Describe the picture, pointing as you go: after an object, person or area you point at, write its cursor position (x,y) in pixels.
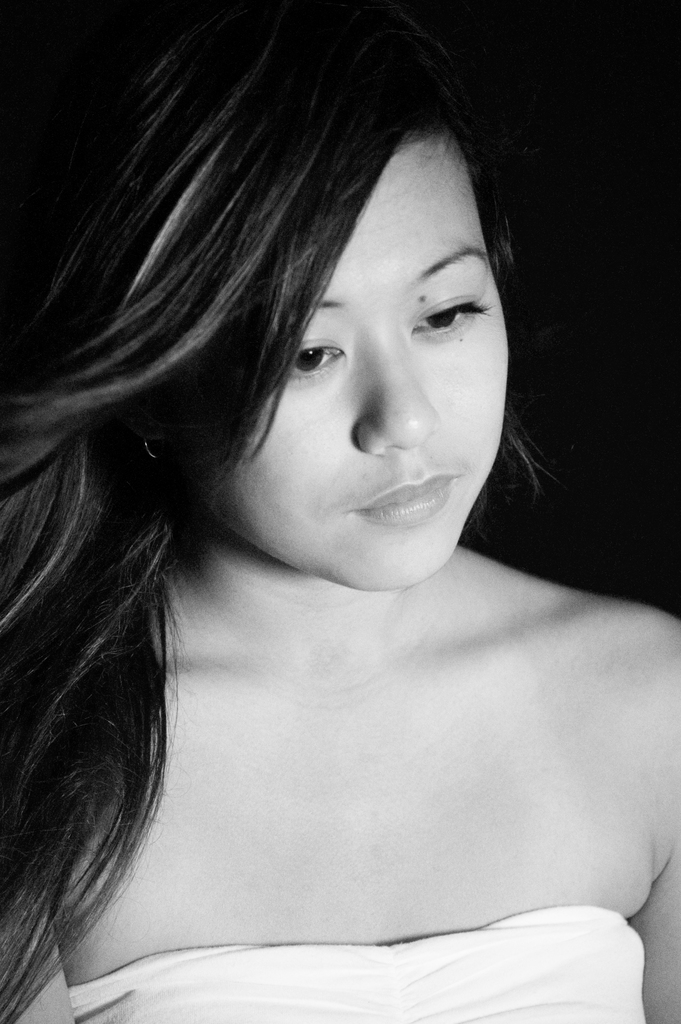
This is a black and white image of a girl (208,856).
